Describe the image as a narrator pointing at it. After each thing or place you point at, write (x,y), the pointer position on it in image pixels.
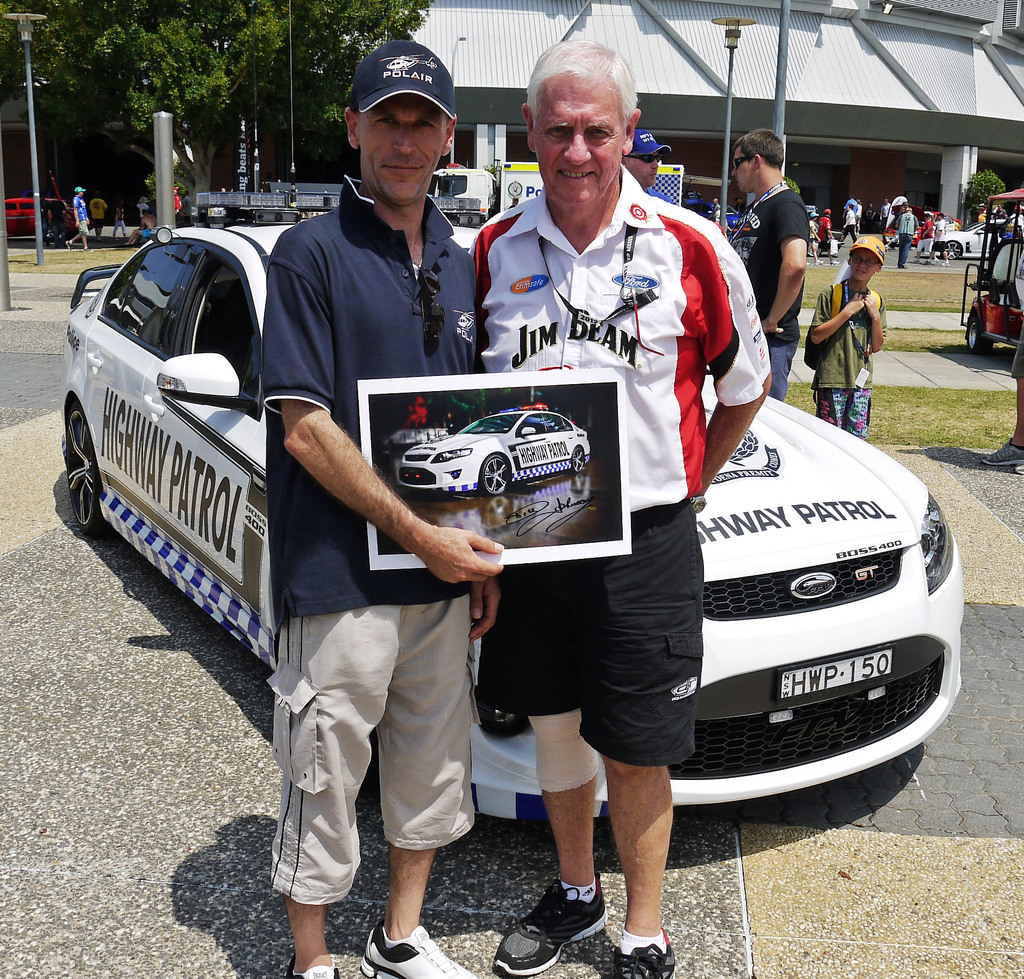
In this image, we can see a man (330,348) holding a board (437,446) with a picture (424,457) and standing. He is wearing a cap (391,83) and smiling. Beside him there is another person (623,751) standing and smiling. Behind them there is a car (797,613) on the path (183,812). In the background (1015,333), there are people (58,206), poles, street lights (41,256), grass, trees (238,138), vehicles (1001,339), walkways (36,336), building (865,82), wall (903,169), pillars (961,190), banners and few objects (702,178).
